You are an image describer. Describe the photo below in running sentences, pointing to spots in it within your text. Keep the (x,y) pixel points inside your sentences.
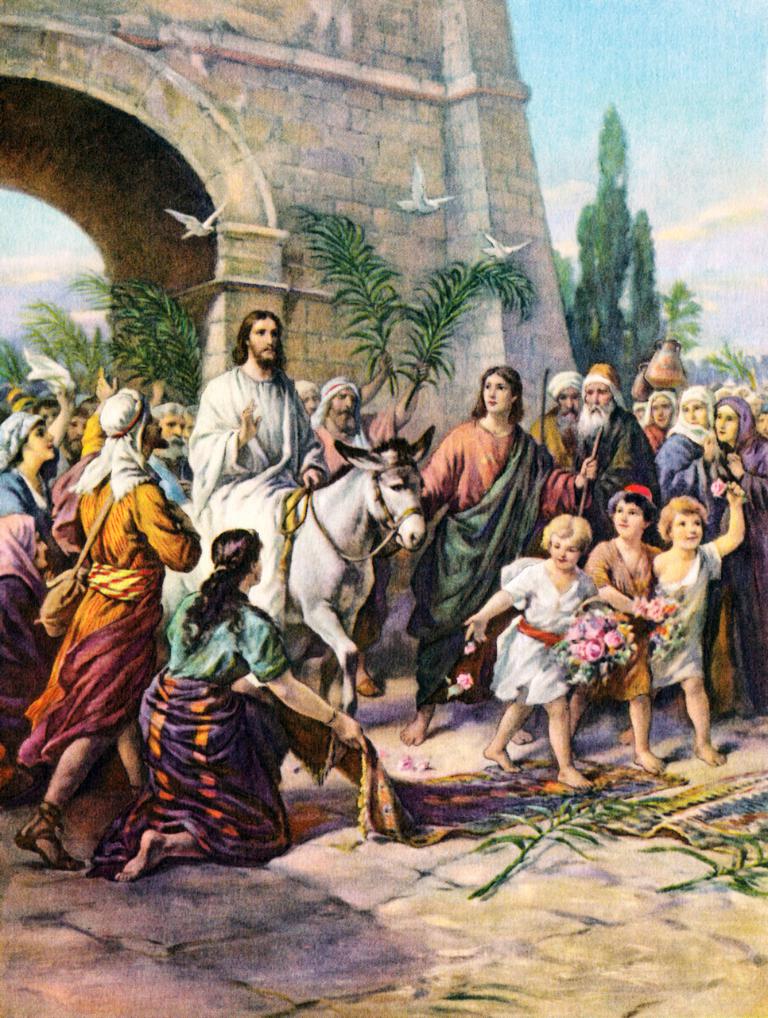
In this image, we can see a poster (233,857). Here we can see a group of people (278,832). Few are walking and standing. Here a person (260,462) is riding a donkey (339,573). Background (349,123) we can see a wall (131,204), trees (645,318), birds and sky (595,131).
